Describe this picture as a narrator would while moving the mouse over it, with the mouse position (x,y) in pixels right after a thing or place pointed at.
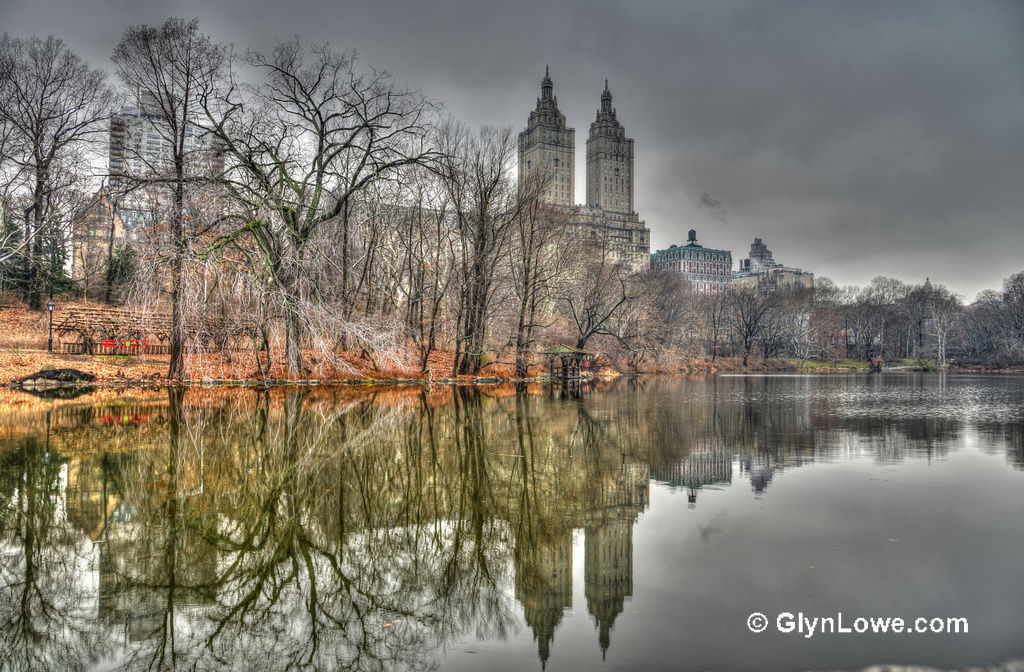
In this picture we can see water (483,525), trees (411,252), buildings (767,260), light pole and some objects (99,310) and in the background (927,172) we can see the sky (850,155) with clouds (792,179).
